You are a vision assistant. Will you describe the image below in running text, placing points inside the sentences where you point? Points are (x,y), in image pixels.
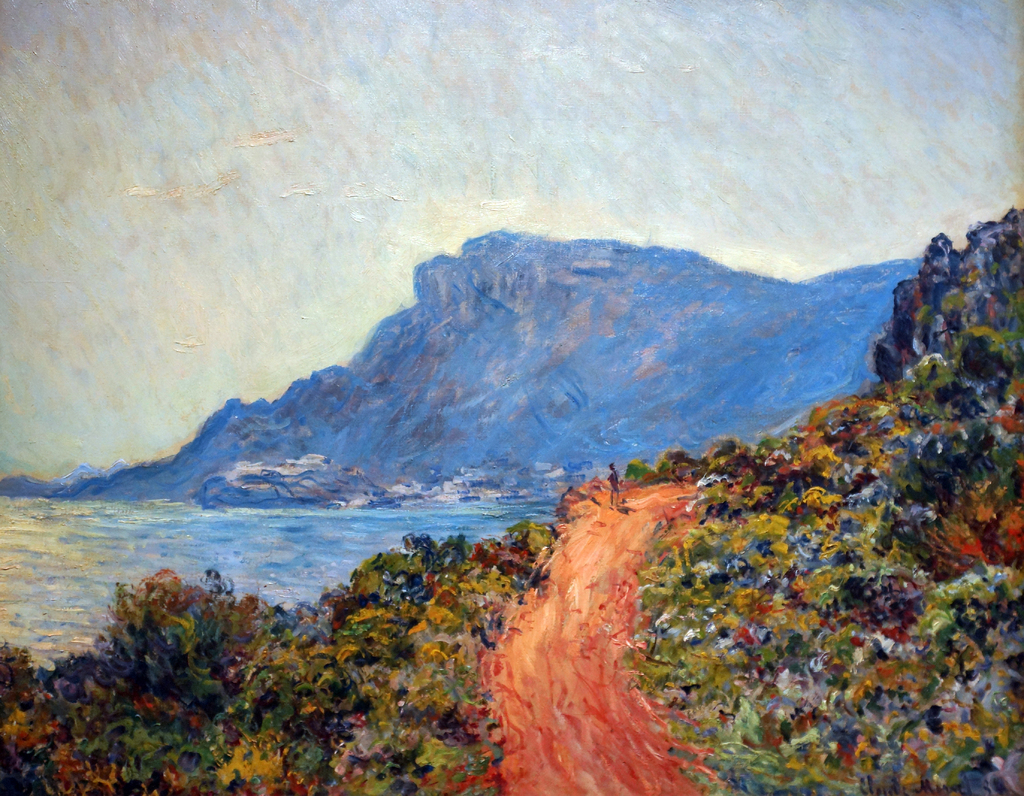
This picture looks like a painting and I can see hill (611,277) and few trees (505,576) and water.
